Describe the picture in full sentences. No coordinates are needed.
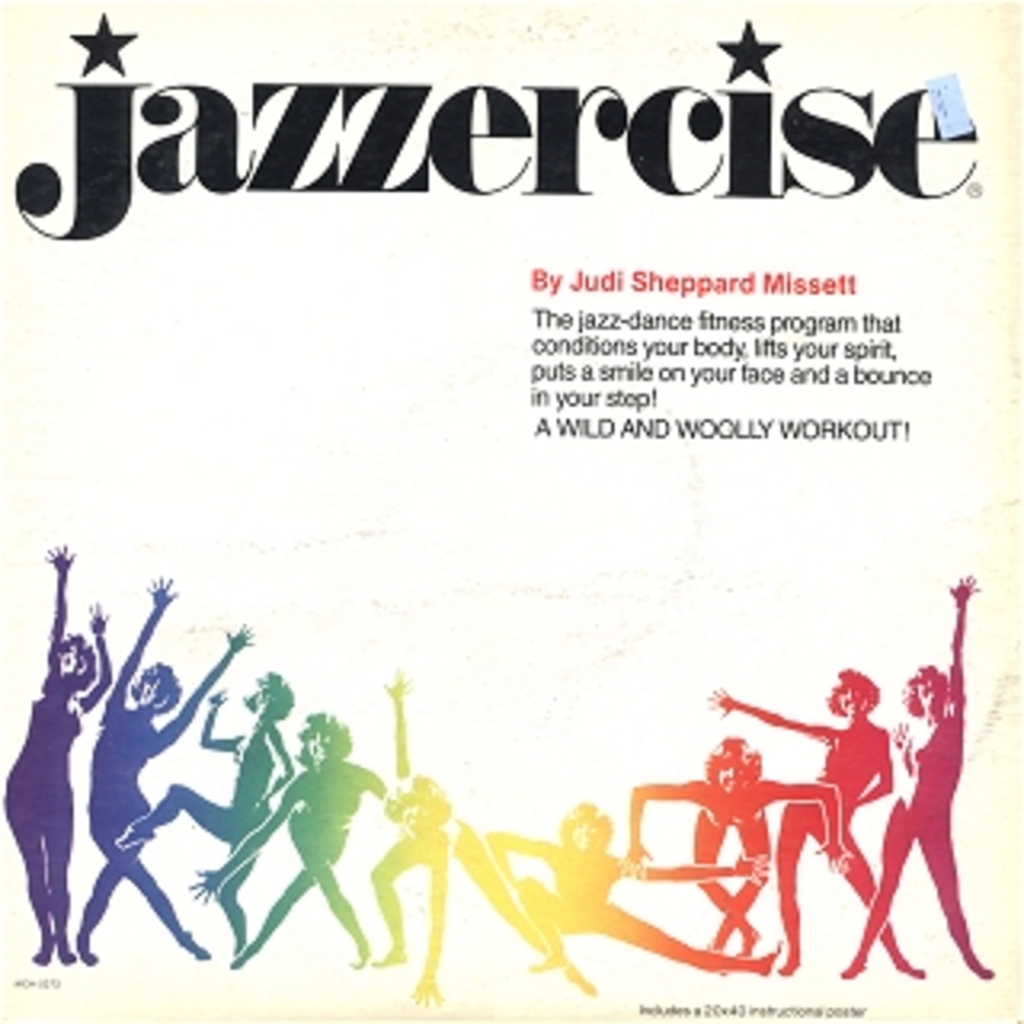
This is a poster, in this poster we can see persons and text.
